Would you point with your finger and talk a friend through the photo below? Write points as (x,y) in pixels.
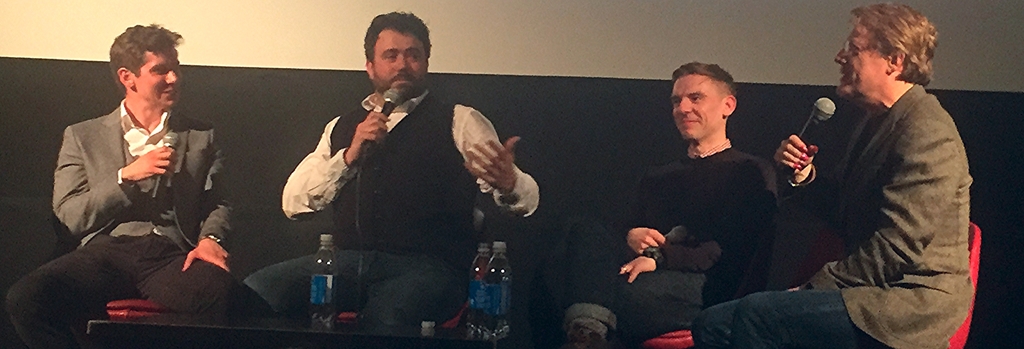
In this image there are group of persons (707,182) sitting on the chairs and holding microphones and there are bottles (328,286) in front of them.
